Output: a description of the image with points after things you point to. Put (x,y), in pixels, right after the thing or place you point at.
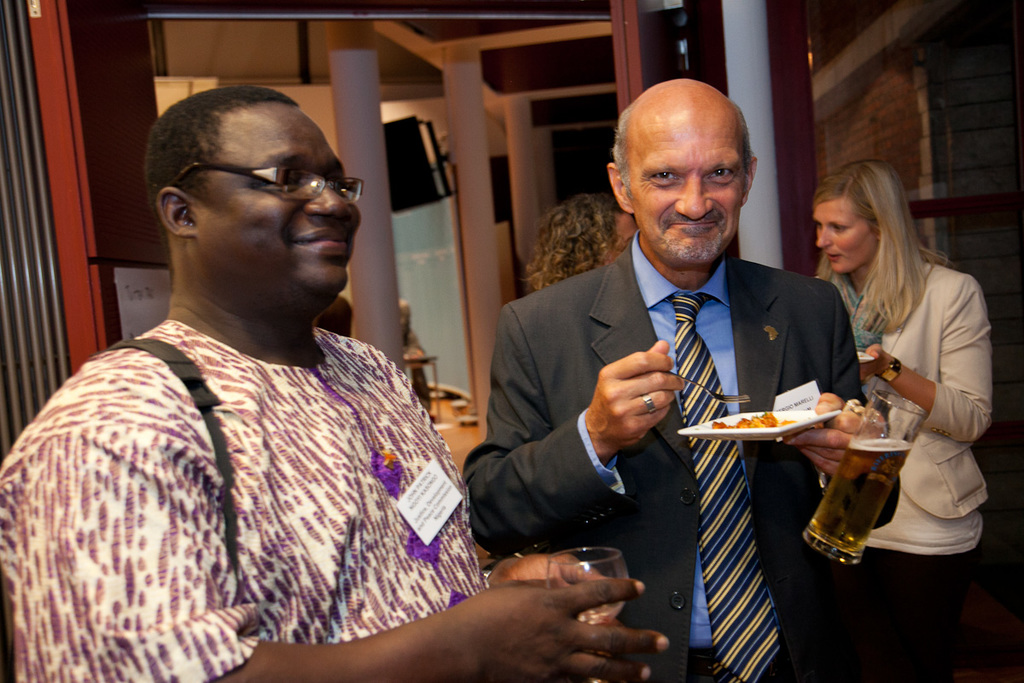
In front of the image there is a person (309,496) holding a glass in his hand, beside him there is another person (628,373) holding a plate (762,431), fork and a glass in his hand (650,378), behind them there are two people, in the background of the image (754,246) there are pillars (507,99), walls (862,116) and some other objects (438,172).
